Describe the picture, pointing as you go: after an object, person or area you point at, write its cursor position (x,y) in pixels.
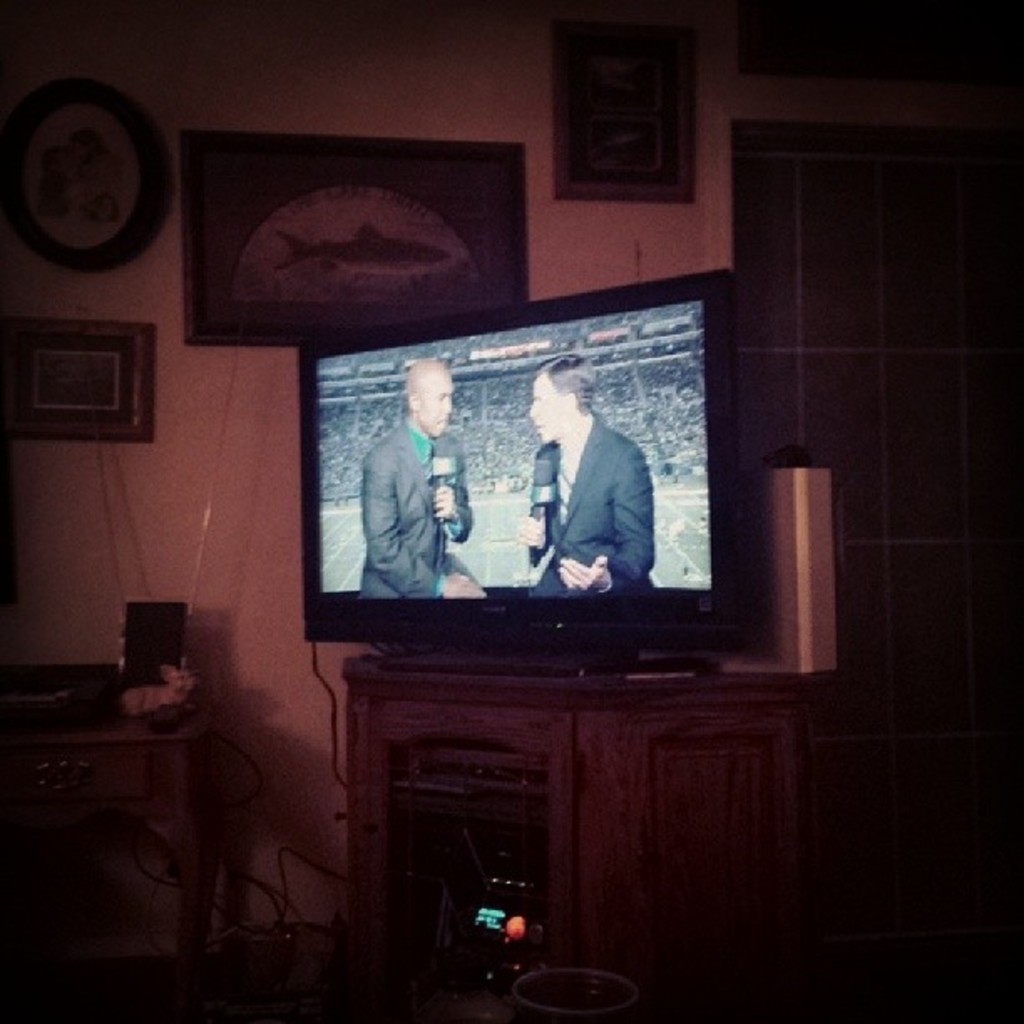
In the center of the image (535,537), we can see a TV (505,546) placed on the stand (568,749) and in the background (643,173), there are frames (196,187) placed on the wall (187,417) and on the bottom left (144,691), we can see some objects (121,697) placed on the table (129,775).
